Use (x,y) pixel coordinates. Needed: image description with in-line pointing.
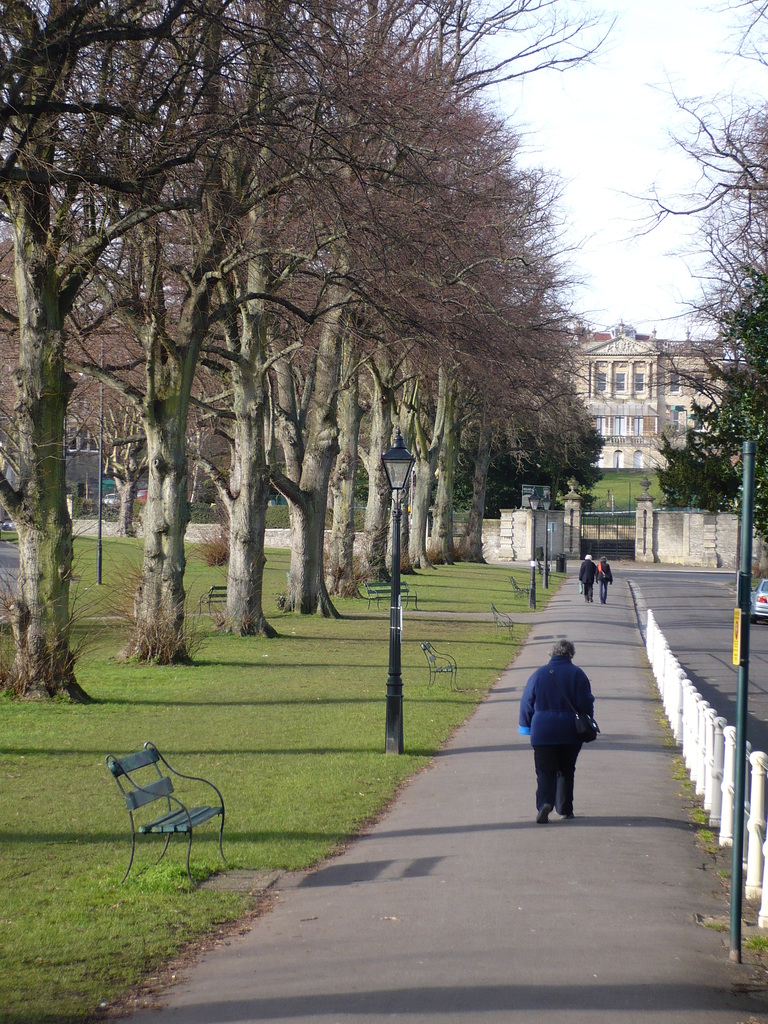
In this image I can see few people (557,694) walking on the road (512,800). I can see lights-poles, benches (161,832), trees (208,260) and fencing (712,771). Back I can see a building (625,420) and windows (640,422). The sky (613,155) is in white color.
